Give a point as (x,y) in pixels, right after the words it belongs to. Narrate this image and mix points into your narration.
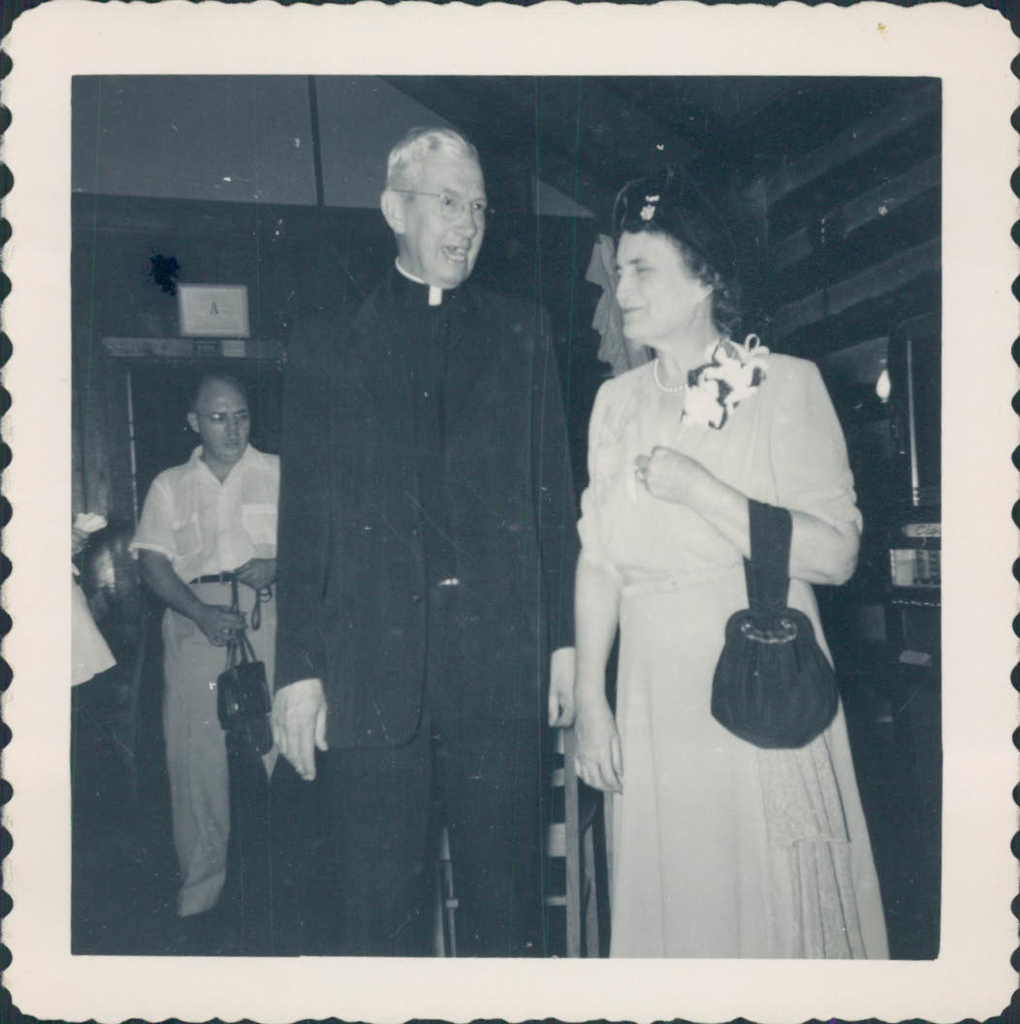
In this picture I can see a man (552,464) and a woman (657,560) in the middle (655,624), on the left side (236,575) I can see a person (257,574) is standing, this image is in black and white color.
